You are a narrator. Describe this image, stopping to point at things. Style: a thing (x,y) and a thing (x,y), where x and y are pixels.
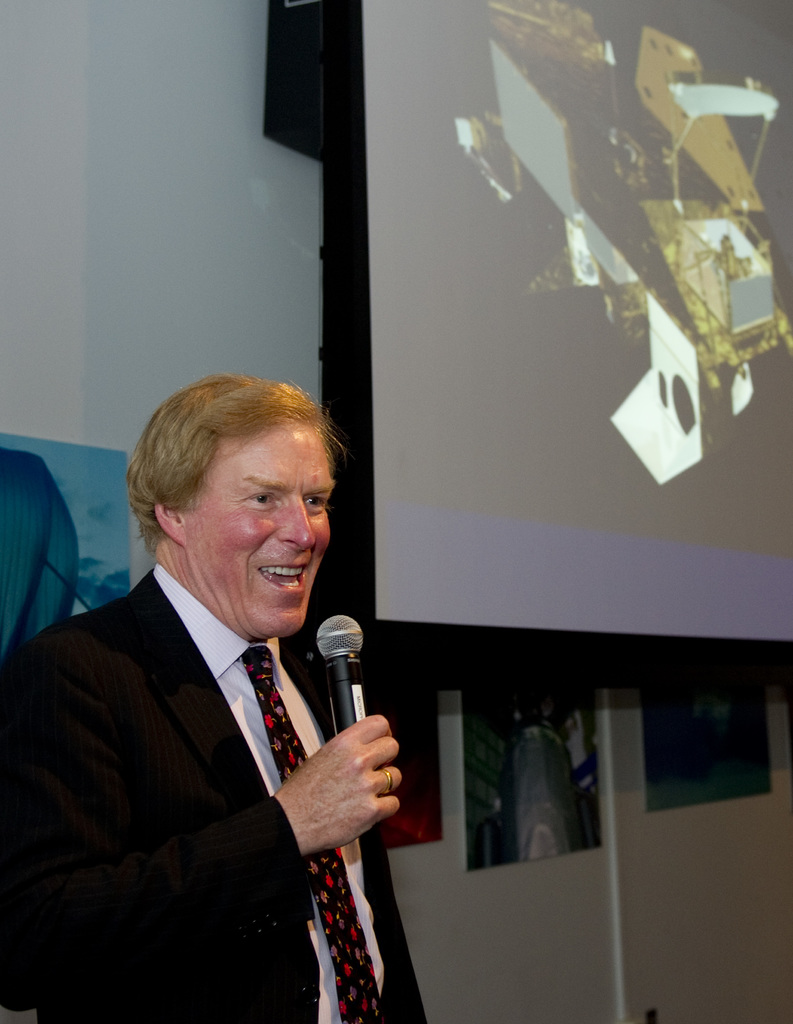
On the left side of the image (165,808) I can see a man (213,793) wearing black color suit (178,715), holding mike (352,713) in his hand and speaking. In the background (182,261) there is a wall (212,236) and one screen (485,267) is attached to this wall (207,124).
